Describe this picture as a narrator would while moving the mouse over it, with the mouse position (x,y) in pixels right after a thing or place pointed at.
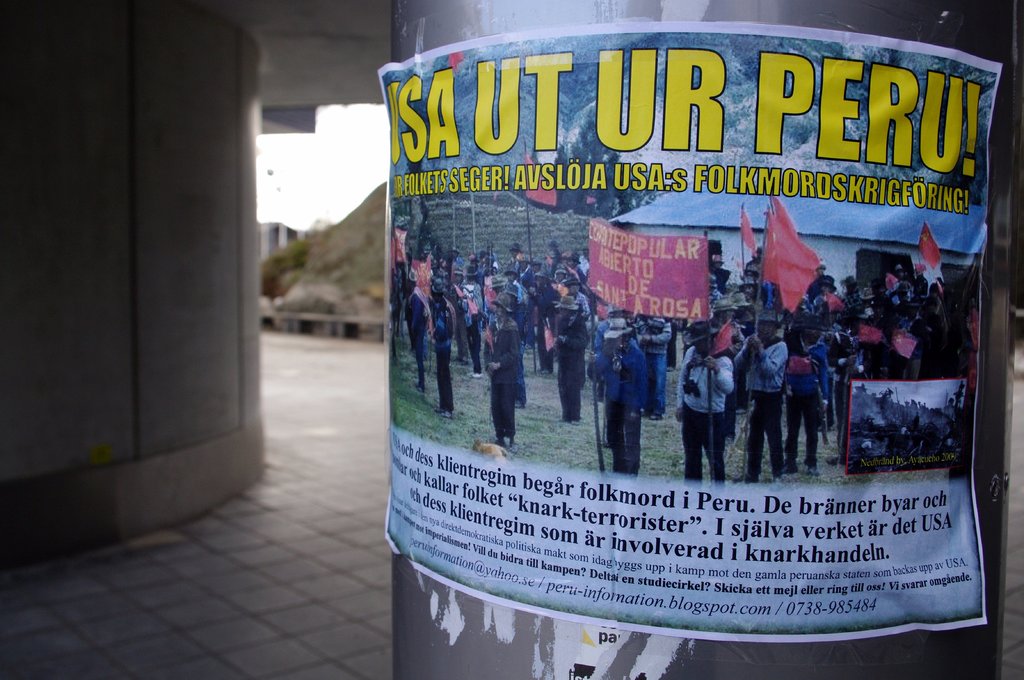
In the picture we can see a pillar (1007,441) and near to it, we can see a wall (76,492) and behind it, we can see a hill (352,249) with grass (355,236) and sky (293,214) behind it and to the pillar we can see a poster (391,342) with a picture (407,334) of some people (392,328) are standing and holding banners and flags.
